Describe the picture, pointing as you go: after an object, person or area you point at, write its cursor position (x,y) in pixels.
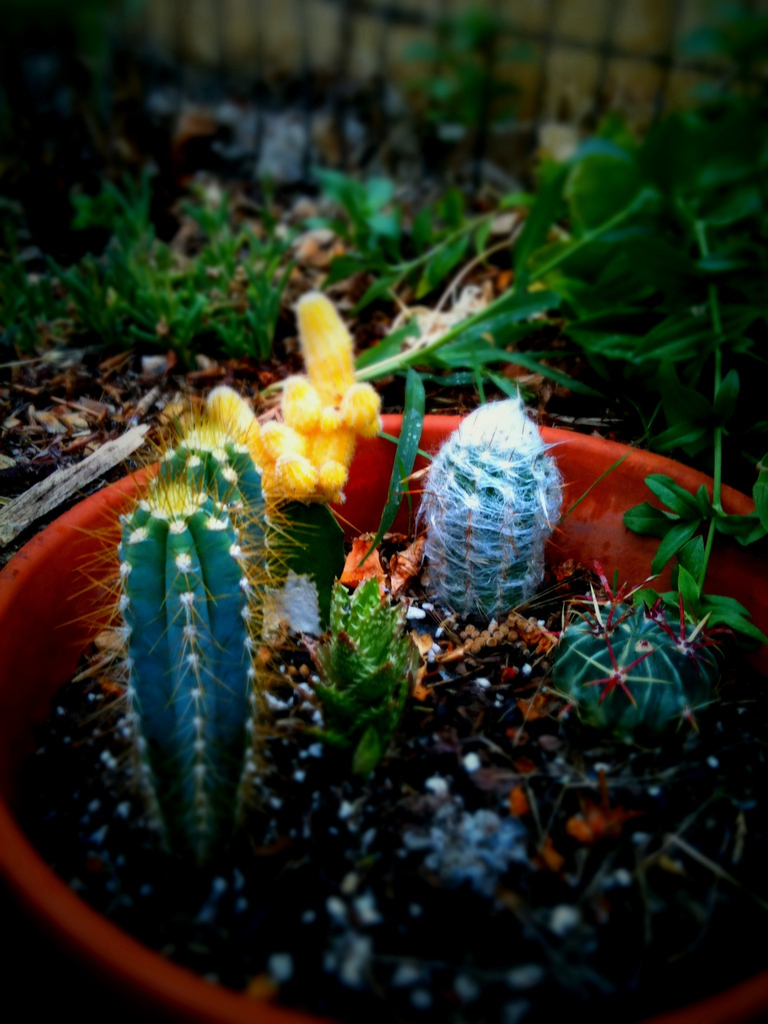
In this image we can see some cactus plants (393,653) in a pot (480,733), there are some plants (193,314) and in the background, we can see the wall (377,24).
